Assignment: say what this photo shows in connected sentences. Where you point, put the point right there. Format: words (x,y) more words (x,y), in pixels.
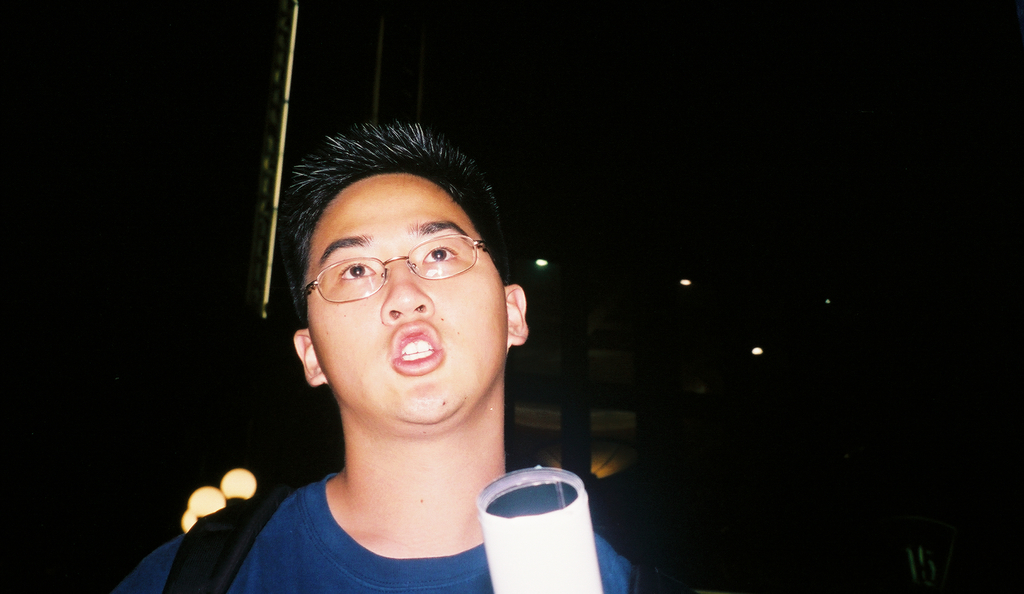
The man (456,199) in front of the picture who is a wearing blue T-shirt (314,545) is trying to talk something. He is wearing spectacles (330,285). In front of him, we see a chart (550,552). Behind him, we see street lights (248,475). In the background (592,160), it is black in color. This picture is clicked in the dark.
